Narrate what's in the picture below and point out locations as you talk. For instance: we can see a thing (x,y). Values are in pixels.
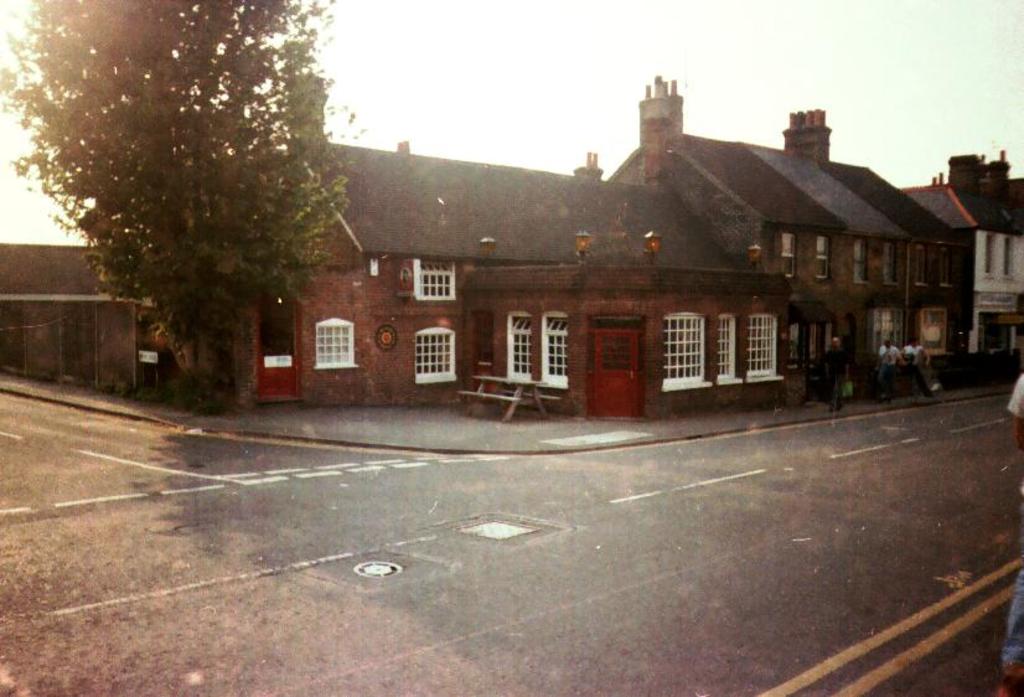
In this image we can see some houses (472,252), four lights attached to the house (386,295) in the middle of the image (401,268), few objects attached to the wall (244,377), one bench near the window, one poster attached to the door (290,376), one poster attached to the wall (693,410), three men (841,392) walking, one man (842,353) in a black T-shirt (834,363) holding one object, one person (1023,433) on the right side of the image (1021,652) is truncated, two objects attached to the road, one big road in front of the houses (1013,189), one big tree (35,87), some grass (207,390) on the ground (850,401), at the top (991,107) there is the sky (839,69) and the image is blurred.
